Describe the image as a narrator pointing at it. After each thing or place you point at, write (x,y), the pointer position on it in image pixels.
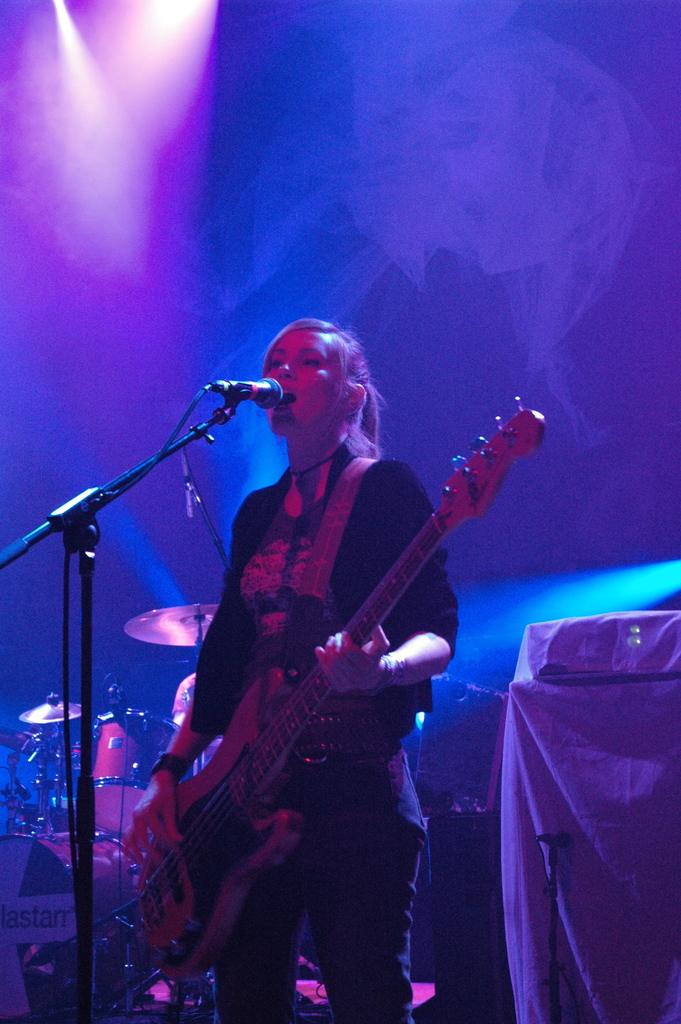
In the image there is a woman (396,782) playing guitar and singing on mic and behind her there are drums (21,850) and lights (158,77) over the ceiling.
